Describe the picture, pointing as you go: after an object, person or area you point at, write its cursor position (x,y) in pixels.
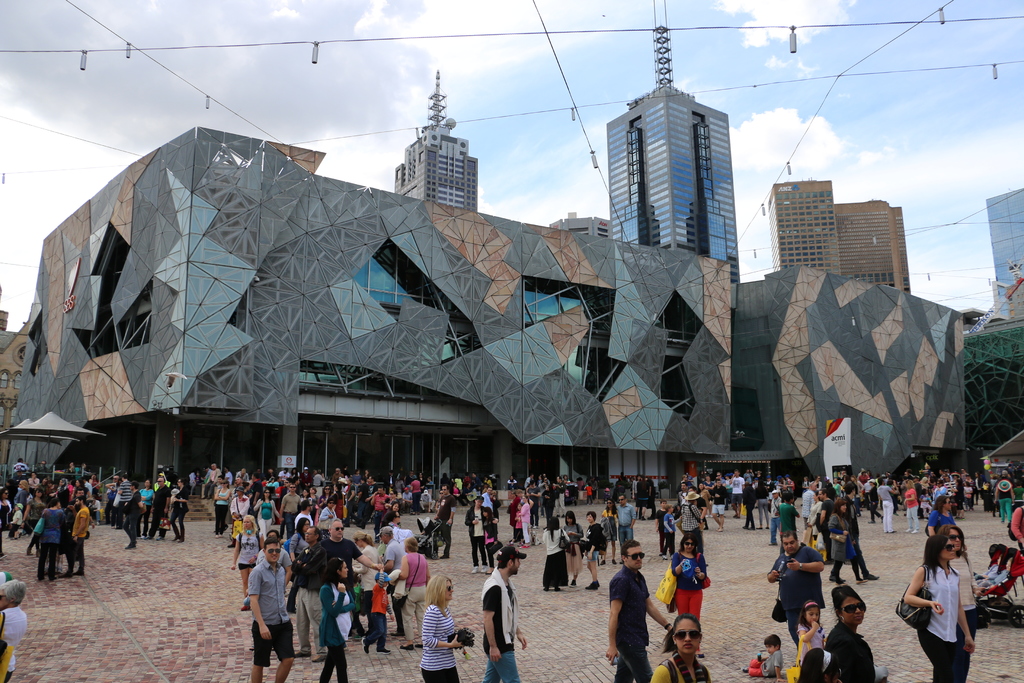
At the bottom of the image (750,505), we can see a crowd (413,584) on the path (720,649). Background (495,349) we can see buildings (393,415), crane (1018,279), wires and cloudy sky (954,89).
